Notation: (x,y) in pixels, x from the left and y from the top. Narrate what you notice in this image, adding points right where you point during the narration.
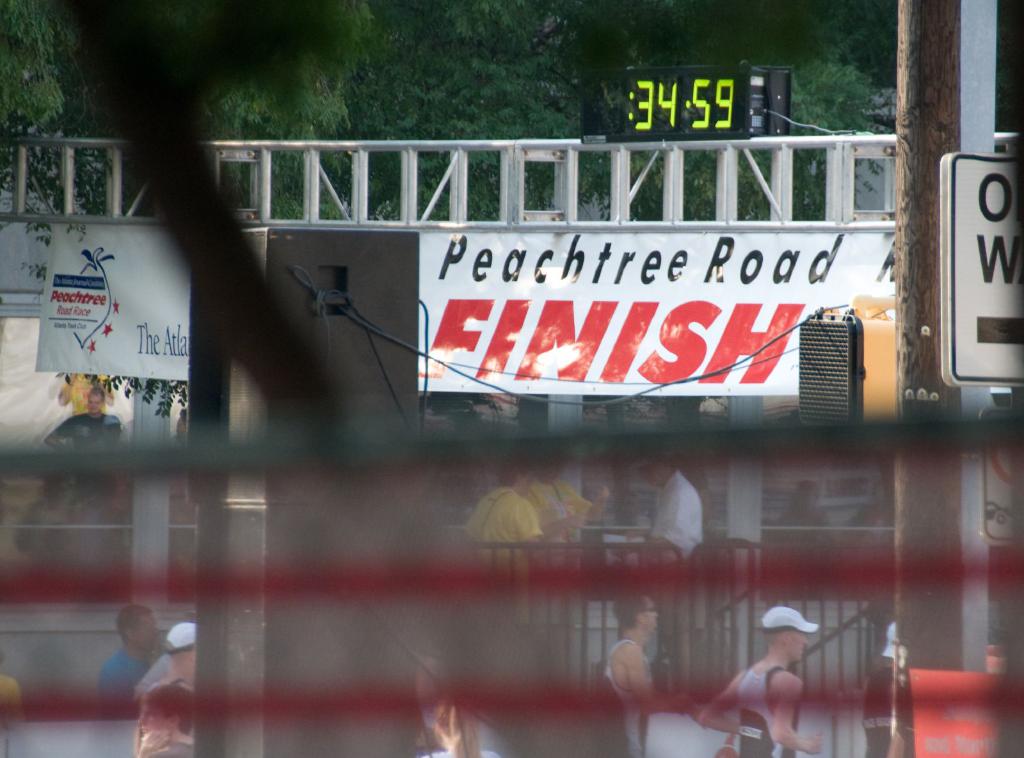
In the middle of this image (663,298), there is a banner (669,279) and a timer (691,128) on the frame (673,150). On bottom (747,677), there are few persons (719,701) on the road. On top (443,39), there are trees (459,30).
